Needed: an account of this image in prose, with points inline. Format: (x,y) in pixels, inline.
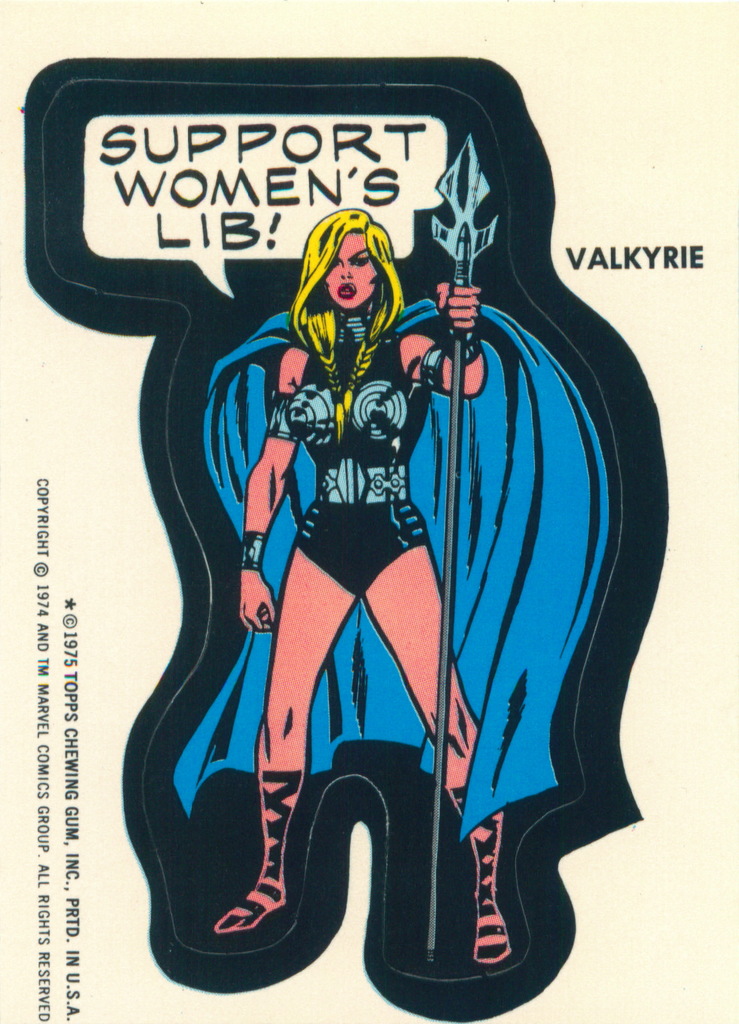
In this picture I can see there is a picture (387,746) of a woman (399,541) and standing and she is wearing a dress (422,518) and holding a weapon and there is something written on the image.
